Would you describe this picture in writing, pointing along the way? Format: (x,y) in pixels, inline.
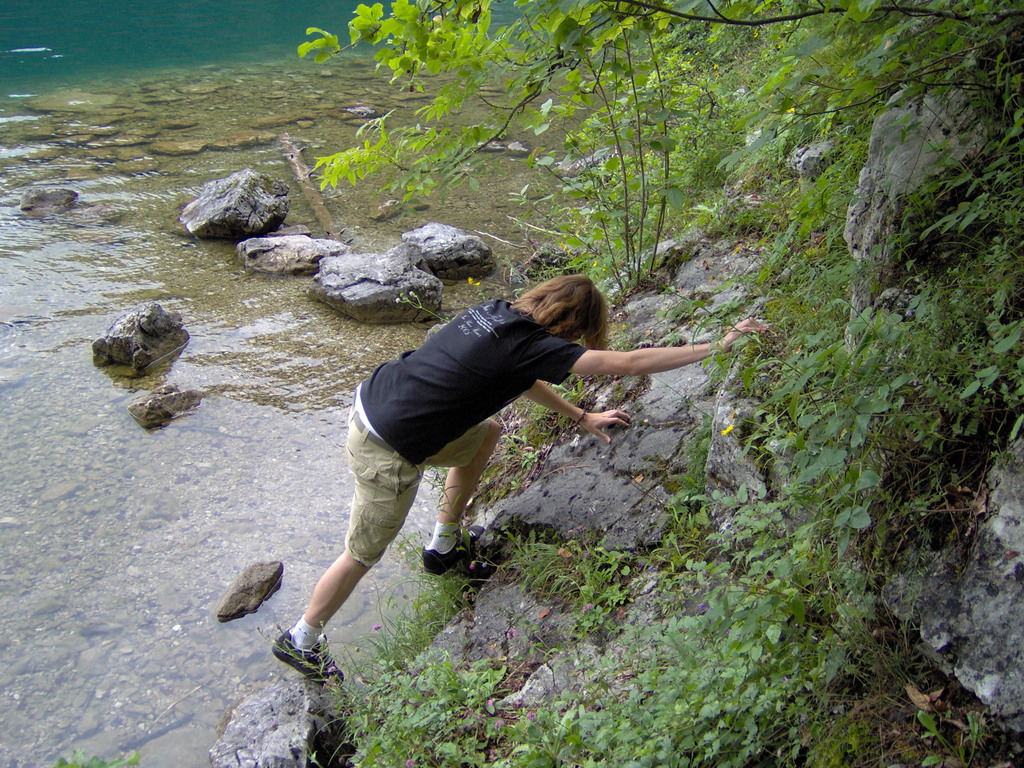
This image consists of a person (436,397) wearing black T-shirt (479,362). At the bottom (81,589), there is water (197,547). To the right (895,559), there are rocks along with plants (792,235).
